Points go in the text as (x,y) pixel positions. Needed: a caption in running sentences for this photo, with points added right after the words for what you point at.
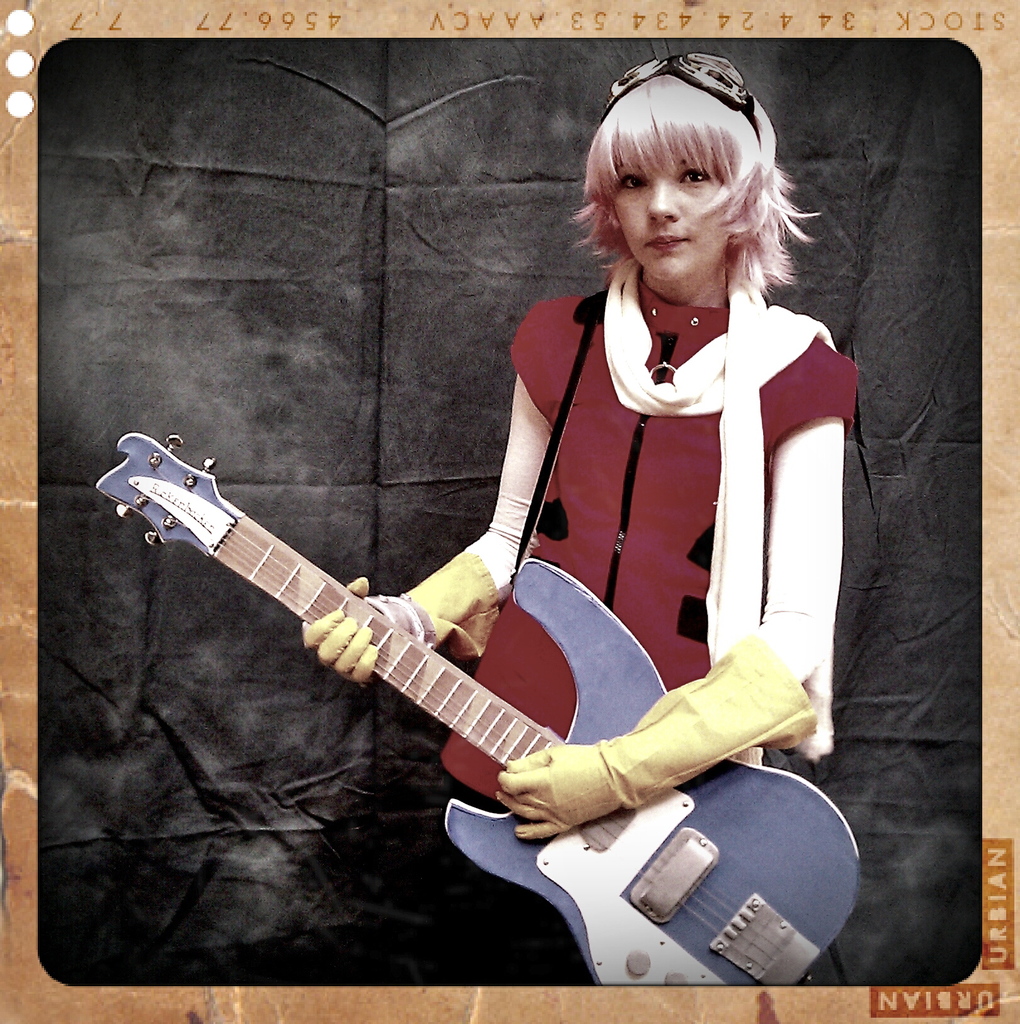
In the picture we can find a woman (604,420) holding a guitar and she wore yellow gloves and red shirt (611,450). In the background (424,299) we can find a black curtain (150,277) and it is a photo frame (13,790).
